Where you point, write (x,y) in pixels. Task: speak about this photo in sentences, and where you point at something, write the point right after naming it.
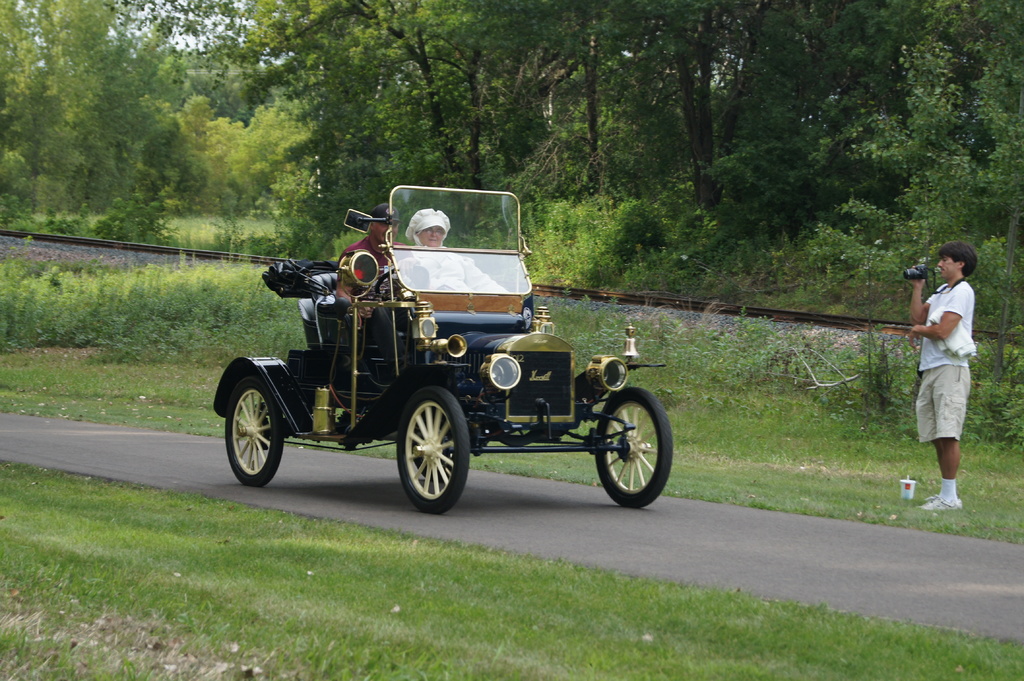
In this picture I can see there is a car (499,390) moving on the road (158,456), there is grass (1019,460), and there is a person (936,431) standing on the right side (928,308) and clicking pictures, he is holding a camera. In the backdrop (383,172), I can see there are trees (130,73).
